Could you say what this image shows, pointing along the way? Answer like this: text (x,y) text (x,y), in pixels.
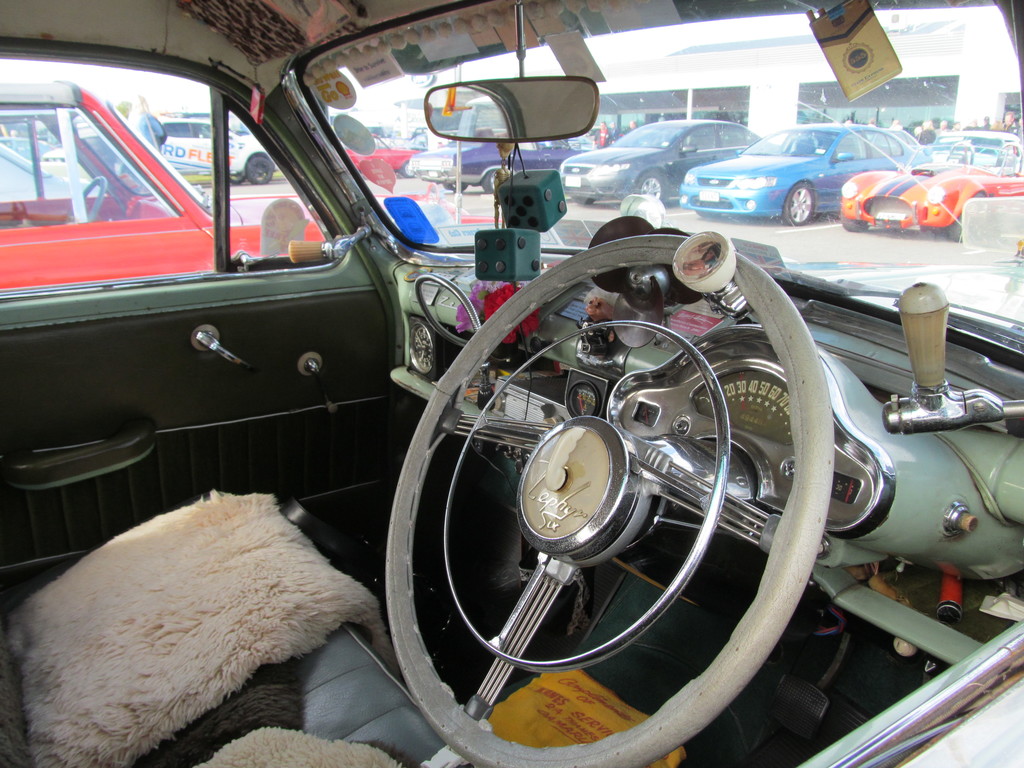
In this image we can see inside of a vehicle (628,453). Through the vehicle (361,285) we can see other vehicles (64,182) and building (602,85). Inside the vehicle (536,446) there is steering (628,451). An object (512,201) is hung on the mirror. Also there are flowers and some other things (684,529).
